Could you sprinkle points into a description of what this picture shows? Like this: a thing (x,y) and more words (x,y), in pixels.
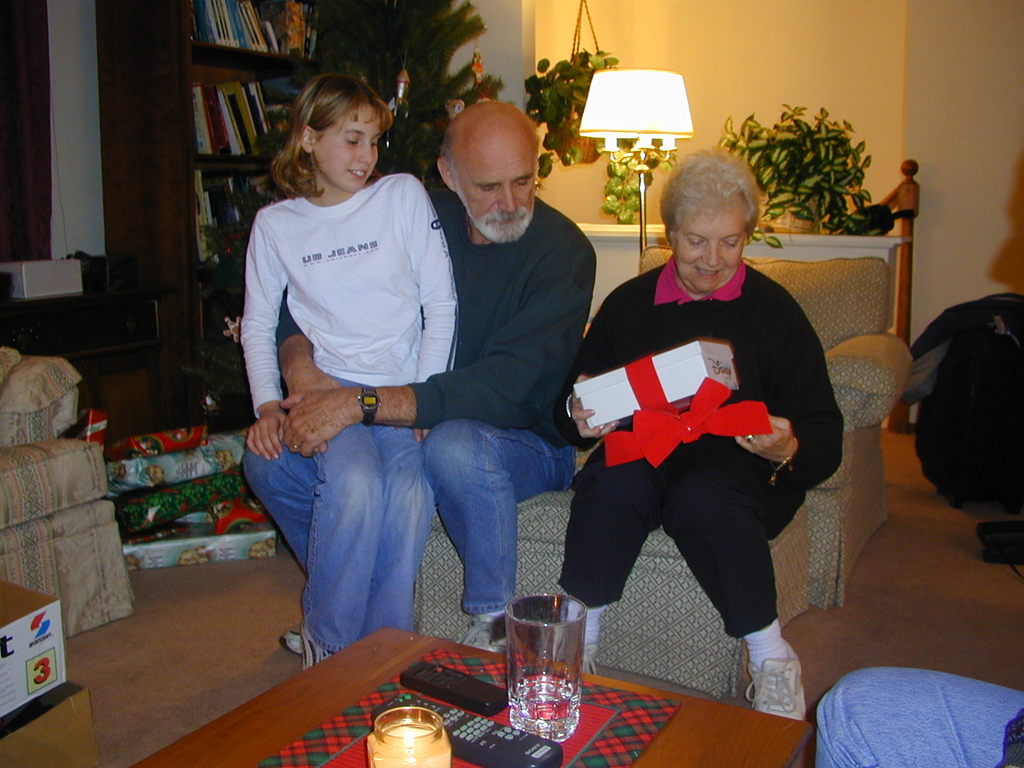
This 3 persons (432,461) are sitting on a couch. This woman (686,234) is holding a box (696,370) with ribbon (654,378). Rack (133,228) is filled with books (246,119). Far there is a lantern lamp (679,101) with pole (646,224). On this table (823,243) there are plants (803,164). On floor (248,608) there are gifts (173,488). On this table (408,637) there is a remote (467,733), jar (449,737) and glass (516,691).
